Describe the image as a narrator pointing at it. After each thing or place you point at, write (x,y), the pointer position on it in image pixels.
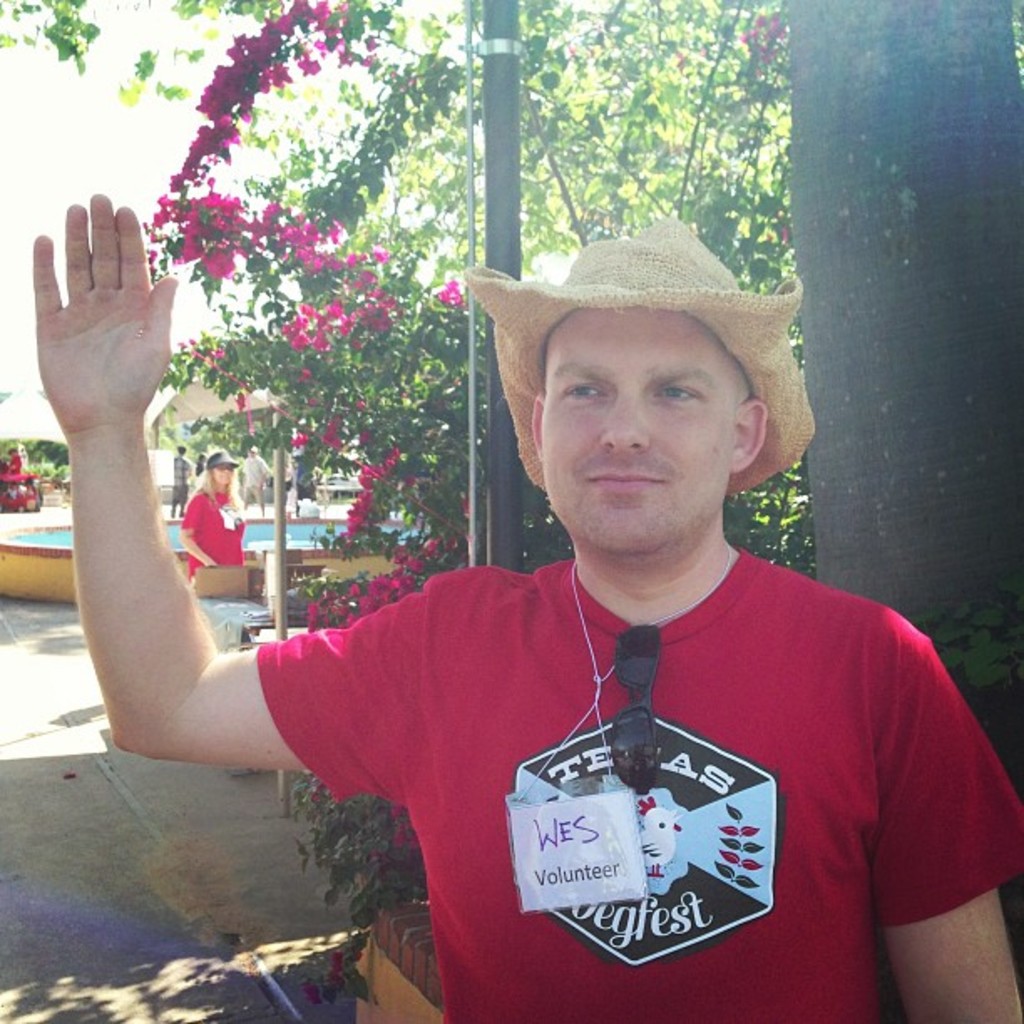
In this picture I can see a man (535,357) standing at the right (832,816) and he is wearing a red color shirt (724,929) and a hat (637,284), he has a tag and goggles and in the backdrop (229,531) there is a woman (242,526) standing on left (231,549) and she is also wearing a red shirt (221,499) and a cap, there is a plant (382,387) with leaves (360,359) and flowers (168,215) and a fountain (63,542). The sky (46,93) is clear.
